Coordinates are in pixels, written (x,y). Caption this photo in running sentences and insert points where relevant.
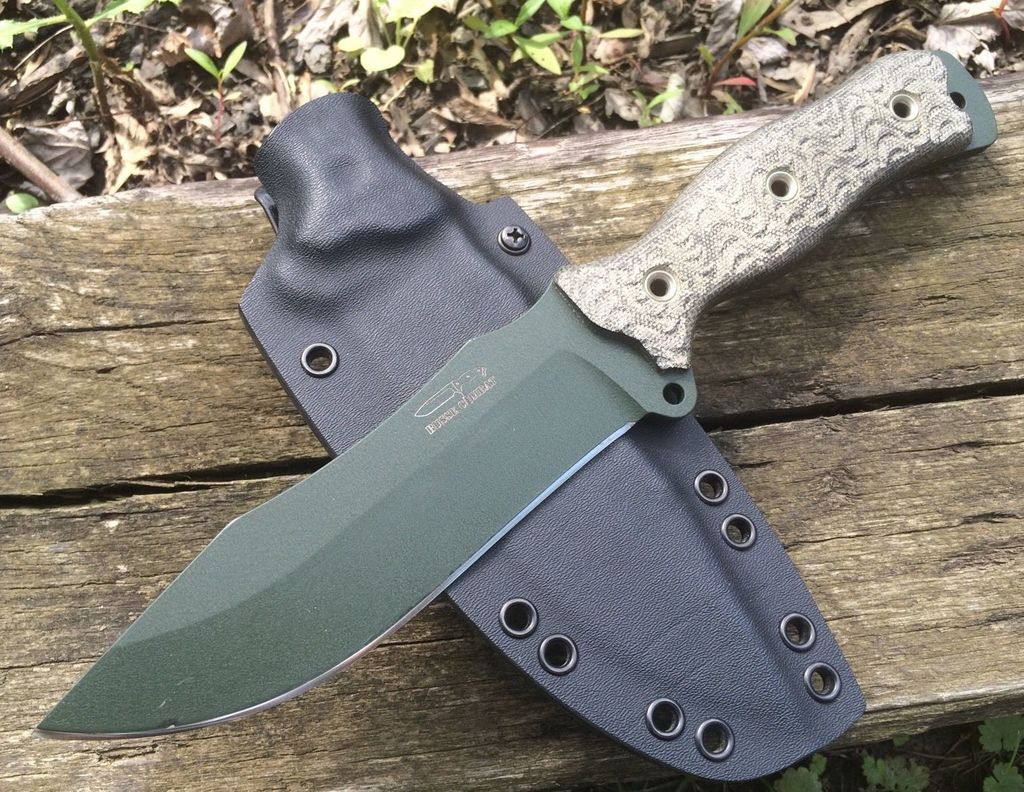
Here we can see a knife (495,483) and a pouch (630,471) on the bench (907,597). And there are leaves (453,101).
